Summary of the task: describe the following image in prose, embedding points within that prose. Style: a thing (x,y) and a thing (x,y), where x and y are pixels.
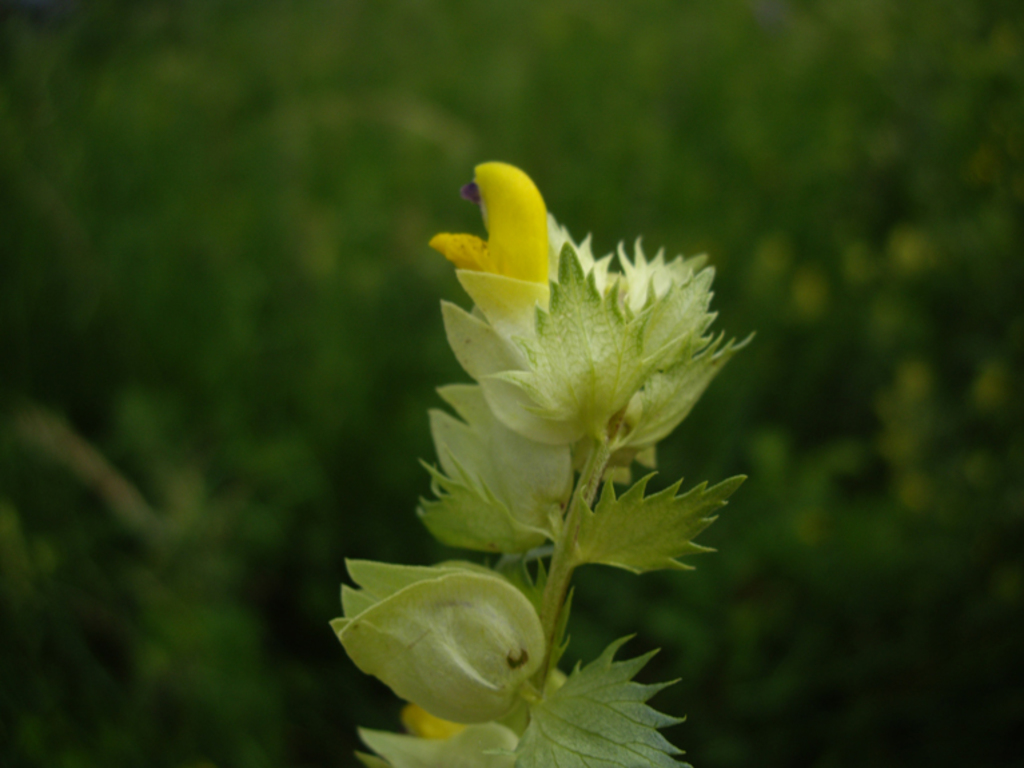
In this image we can see a plant (553,616) and flowers (571,369) and in the background (234,126) the image is blurred.
